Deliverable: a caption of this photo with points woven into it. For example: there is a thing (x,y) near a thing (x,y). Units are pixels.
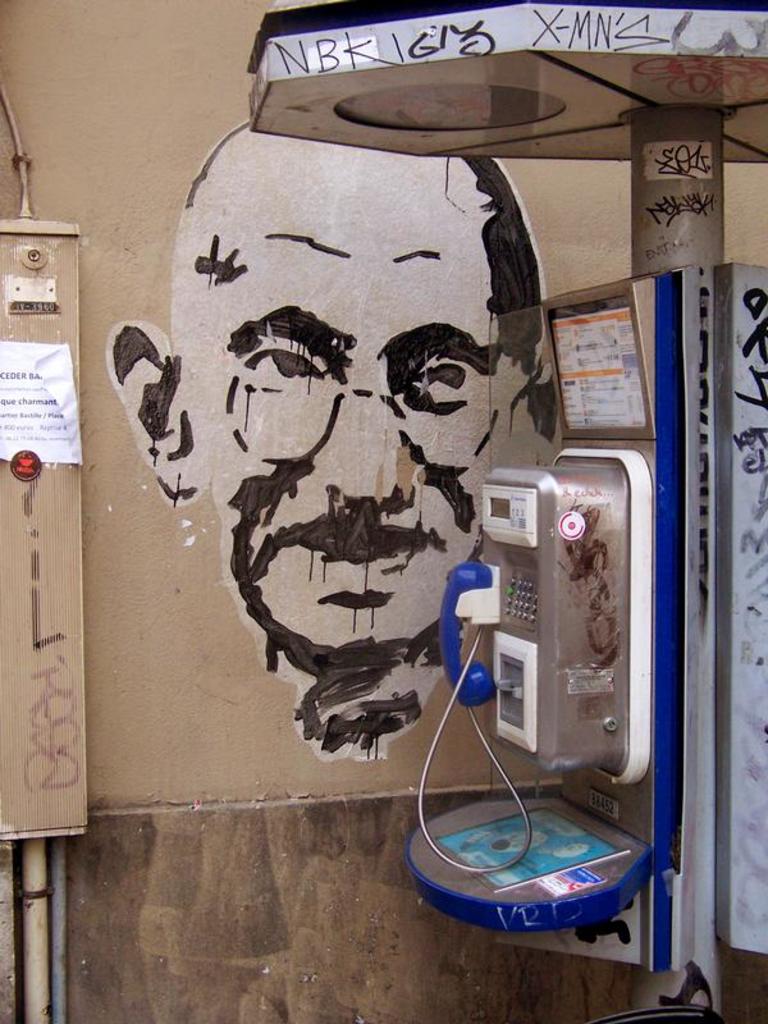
In this picture we can see a telephone (586,574), pole (634,131), pipe (35,998), poster (24,414), painting (223,389) on the wall (295,754) and some objects (45,245).
